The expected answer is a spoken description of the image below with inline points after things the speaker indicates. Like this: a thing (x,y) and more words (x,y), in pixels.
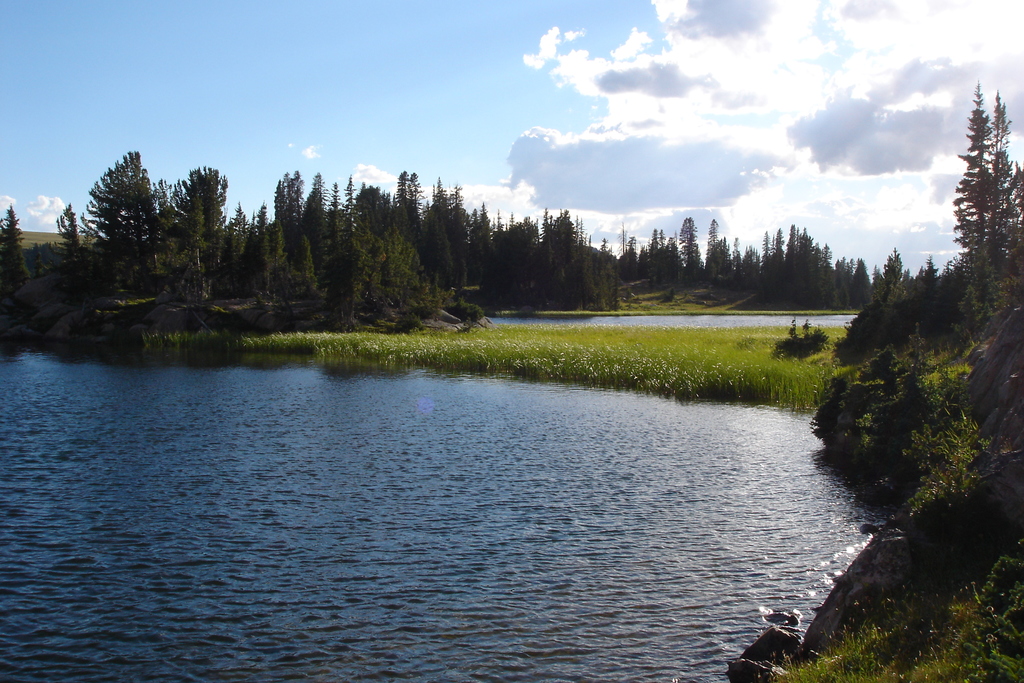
In this image we can see sky (660,154) with clouds (722,202), trees (525,246), grass (670,330), rocks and water (504,568).
